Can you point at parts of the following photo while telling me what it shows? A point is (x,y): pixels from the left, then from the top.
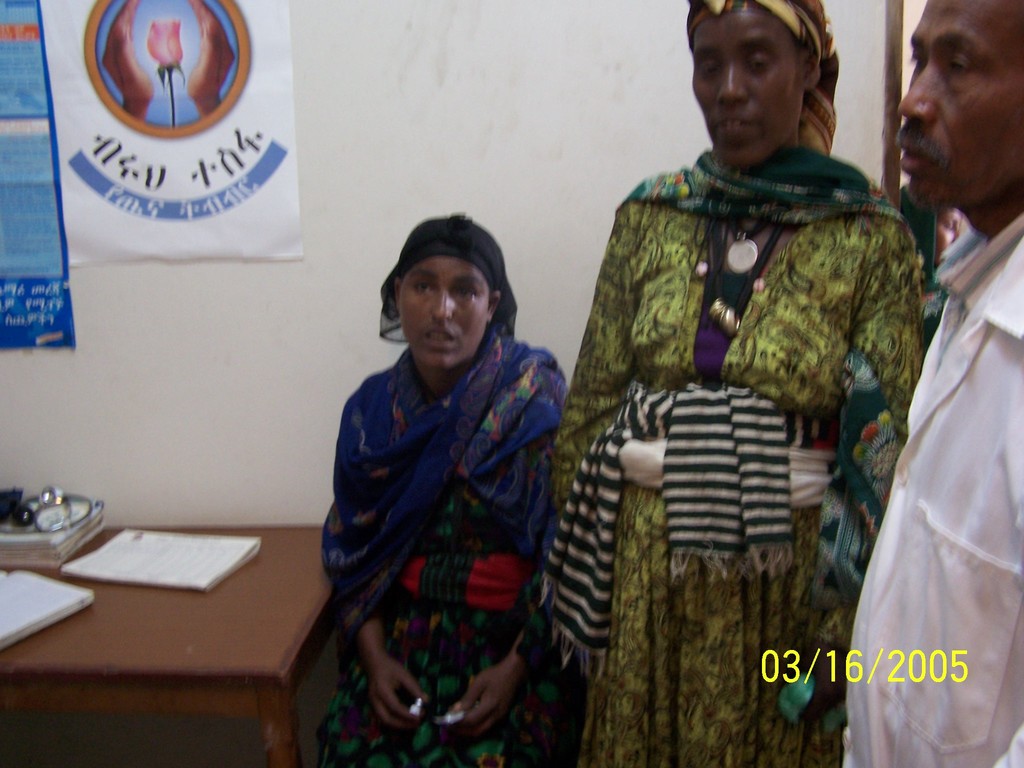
In this image a woman (837,702) is standing wearing a green colour dress (628,710). To her left side there is a person (489,740) sitting. Right side of image (930,74) there is a person (935,87) in white shirt (930,580) is standing. Left side of image (287,576) there is a table (255,638) having papers (14,538) are kept. Above there is poster (244,34) pasted to the wall (355,308).
